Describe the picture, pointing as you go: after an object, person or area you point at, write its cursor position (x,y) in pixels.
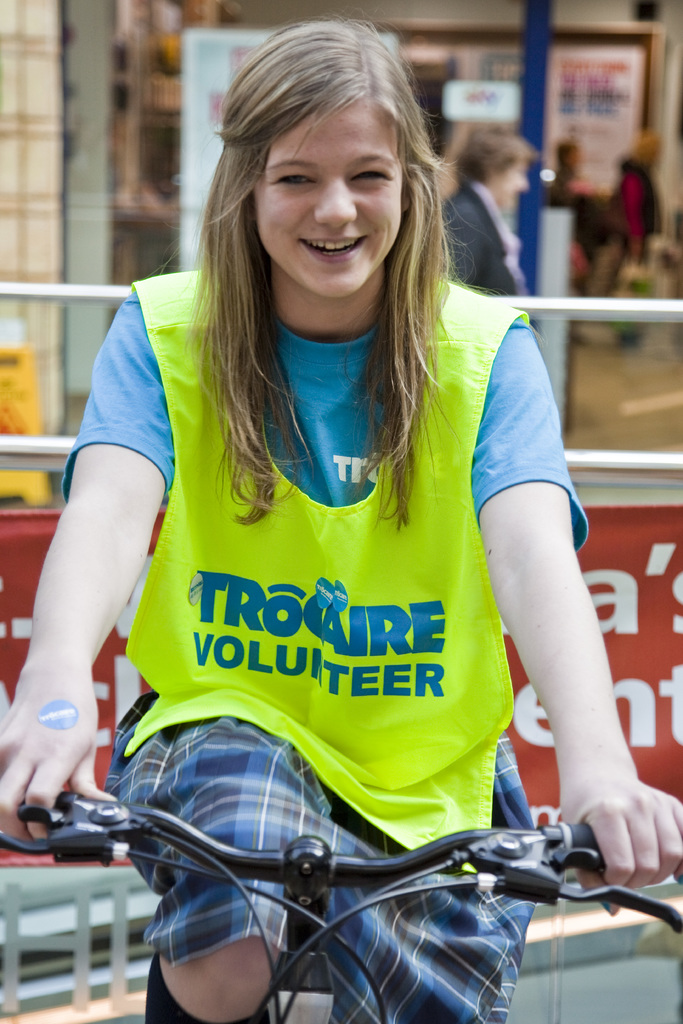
In this picture a woman (237,205) is sitting on a bicycle (250,858), and she is smiling and inside a building (616,570). and at back (485,225) there is the woman (479,212) standing.
